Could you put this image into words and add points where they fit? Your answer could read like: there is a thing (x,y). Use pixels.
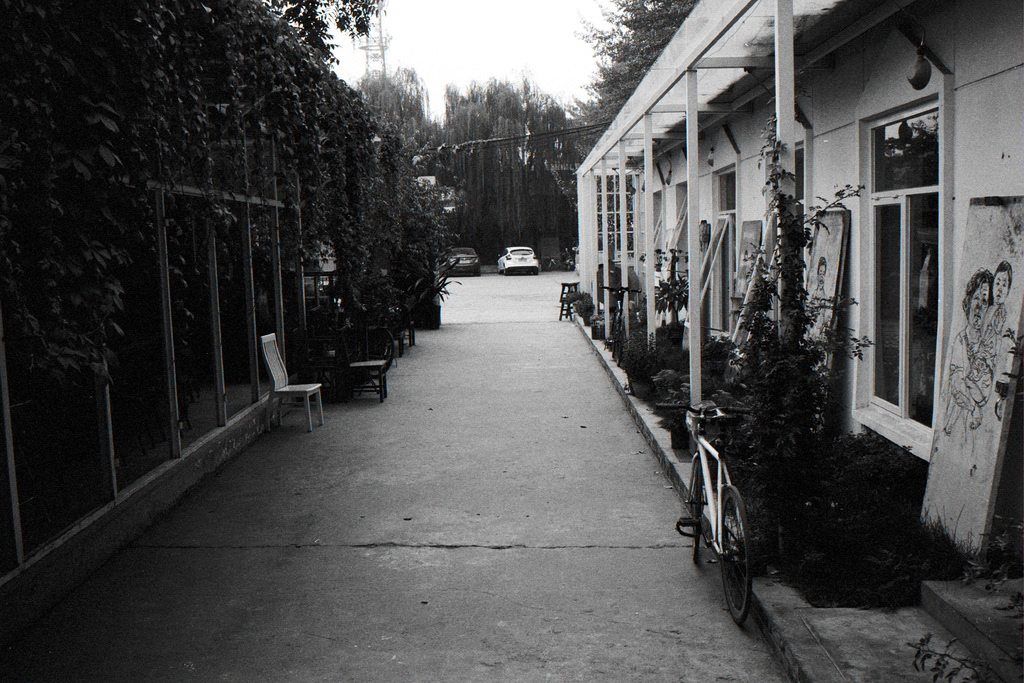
In this image I can see few buildings (945,280), windows (275,274), trees (371,142), vehicles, bicycles (698,541), chairs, sky (399,6), stairs (1018,678) and few objects (947,444). The image is black and white.
